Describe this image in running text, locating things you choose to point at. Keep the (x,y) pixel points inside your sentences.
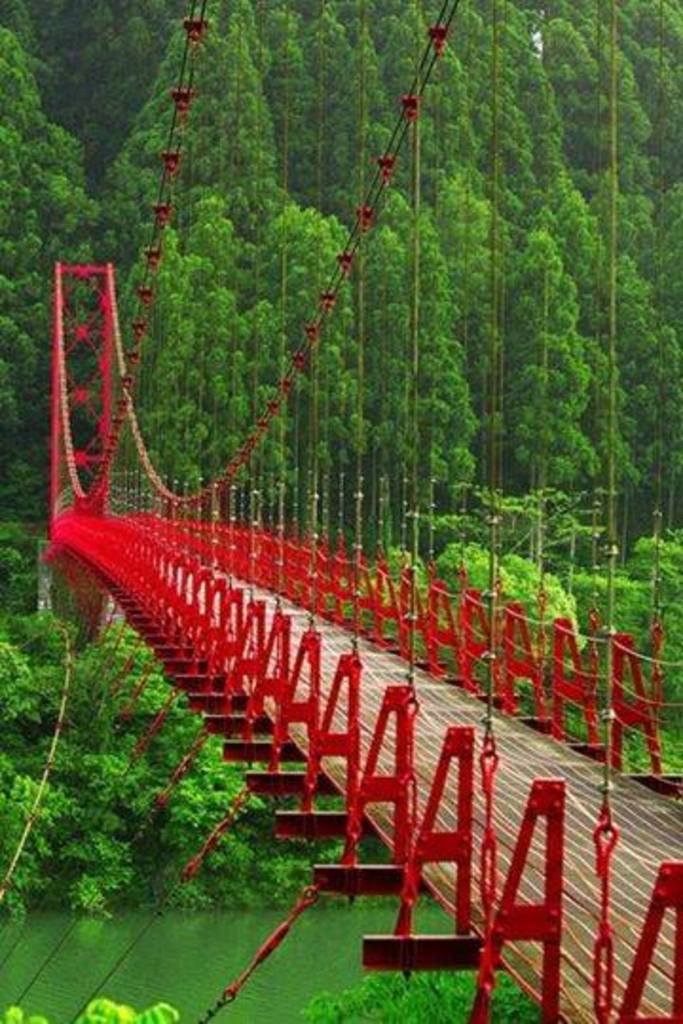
In this image we can see bridge (310,622), trees (32,647), plants (250,848), water (40,980) and we can also see some ropes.
